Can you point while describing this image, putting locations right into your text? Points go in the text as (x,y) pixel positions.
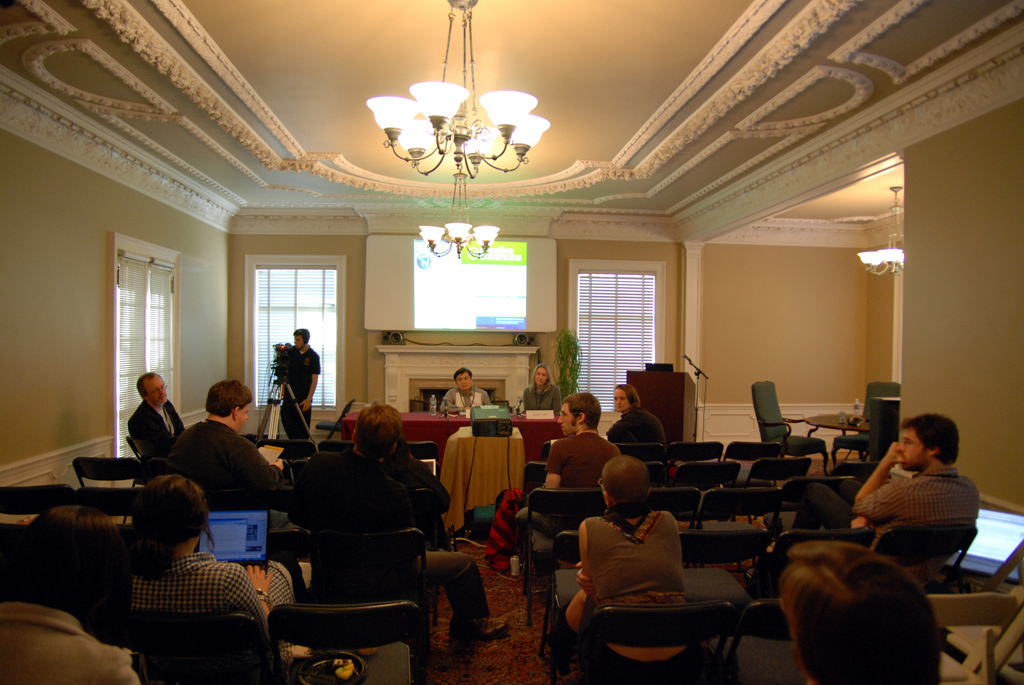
It is a room (498,556) some people (475,574) are sitting along with their laptops (223,543) in front of them there is a projector (505,426) in front of the projector (484,411) there is a red color table (439,416) and there are two people (540,391) sitting in front of the table (424,414), behind them there is a wall (430,344) and through the projector (475,433) something is being displayed on the wall (366,345) to the left side (290,399) there is a cameraman (296,375) with camera (279,367), in the background (305,275) there are some windows (281,274) and a cream color wall (81,343).
